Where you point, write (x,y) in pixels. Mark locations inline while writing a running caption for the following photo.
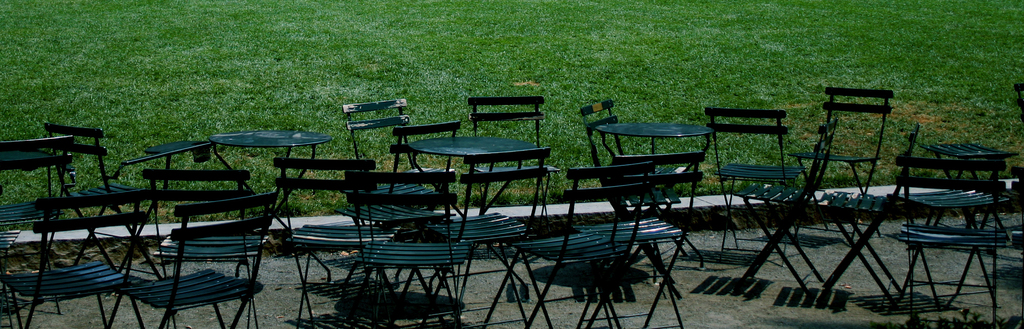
In the foreground of the picture (457,162) there are chairs (285,176) and tables (484,152). At the top (201,73) there is grass (522,48). At the bottom (141,306) there is soil (823,289).
